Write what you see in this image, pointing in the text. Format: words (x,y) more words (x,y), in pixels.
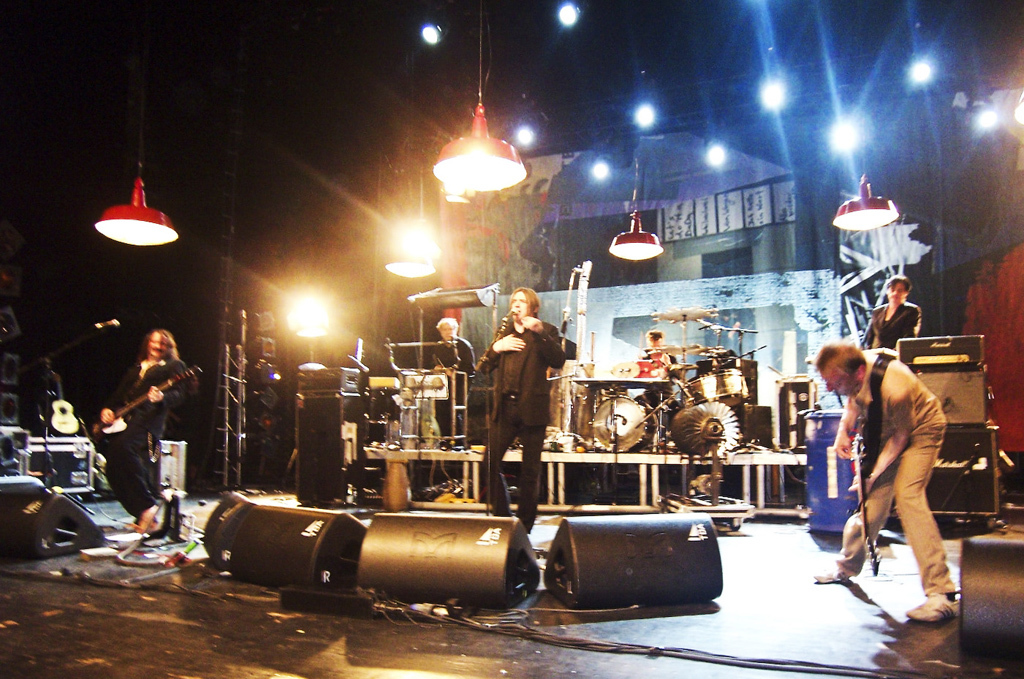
There is a stage (397,621). On the stage (178,584) there are speakers (359,578) and lights (158,232). Also there are many people (496,392) playing musical instruments (636,417). In the back (522,453) there is a platform (594,460) with pillars (643,464). On that two people (441,335) are playing musical instruments (606,393). On the stage (552,614) there are wires (621,642) and many other items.
